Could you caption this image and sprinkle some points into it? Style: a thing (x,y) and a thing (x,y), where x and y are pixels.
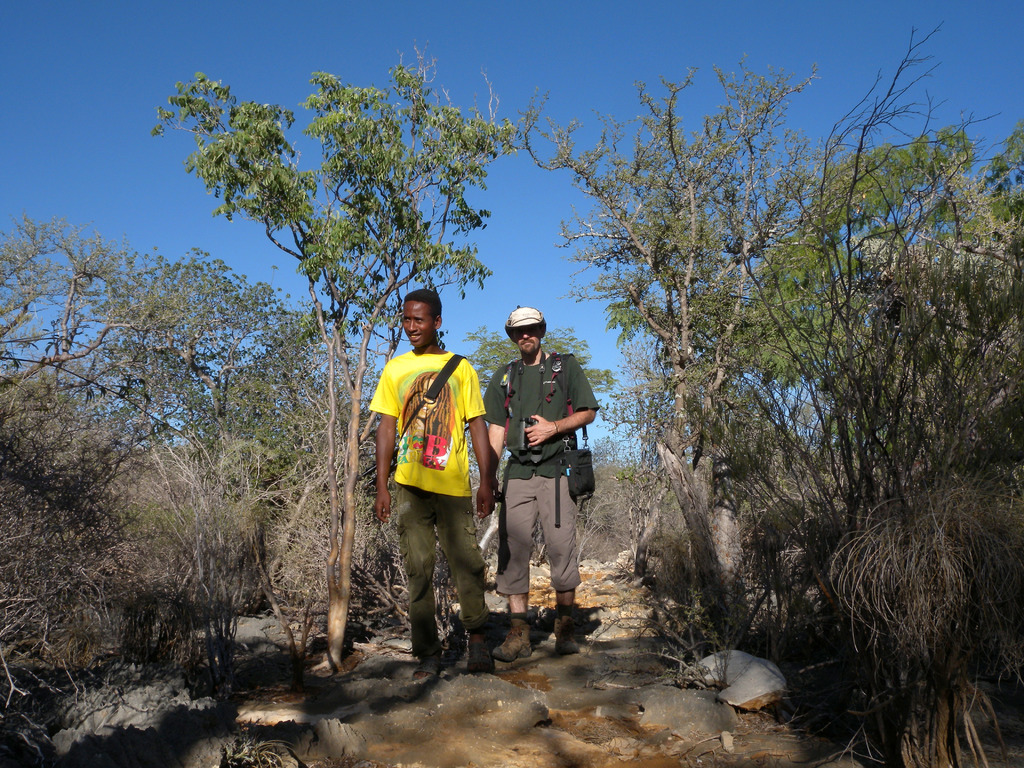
There are two men (392,432) walking and carrying bags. We can see trees (693,519) and rocks (709,717). In the background (567,195) we can see sky (563,214) in blue color.
